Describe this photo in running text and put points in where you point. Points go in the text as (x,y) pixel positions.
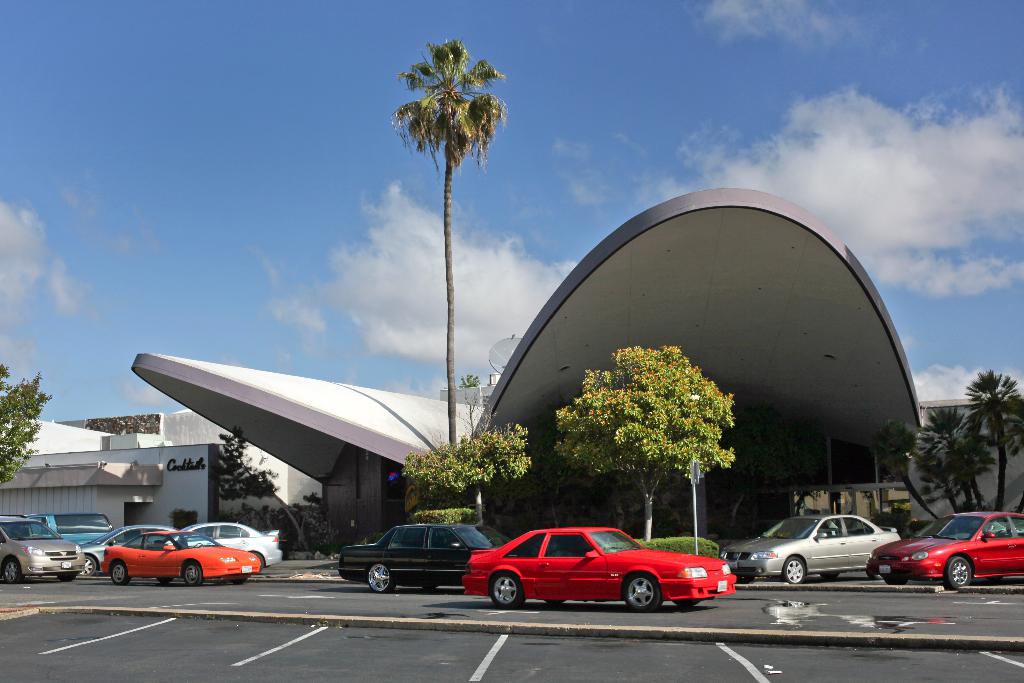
In the foreground of this image (510,622), on the bottom (276,604), there is the road (373,670) and few objects (100,559) are moving on the road (389,659). In the background (405,414), there is a building (194,440), few trees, sky (392,233) and the cloud (500,278).
